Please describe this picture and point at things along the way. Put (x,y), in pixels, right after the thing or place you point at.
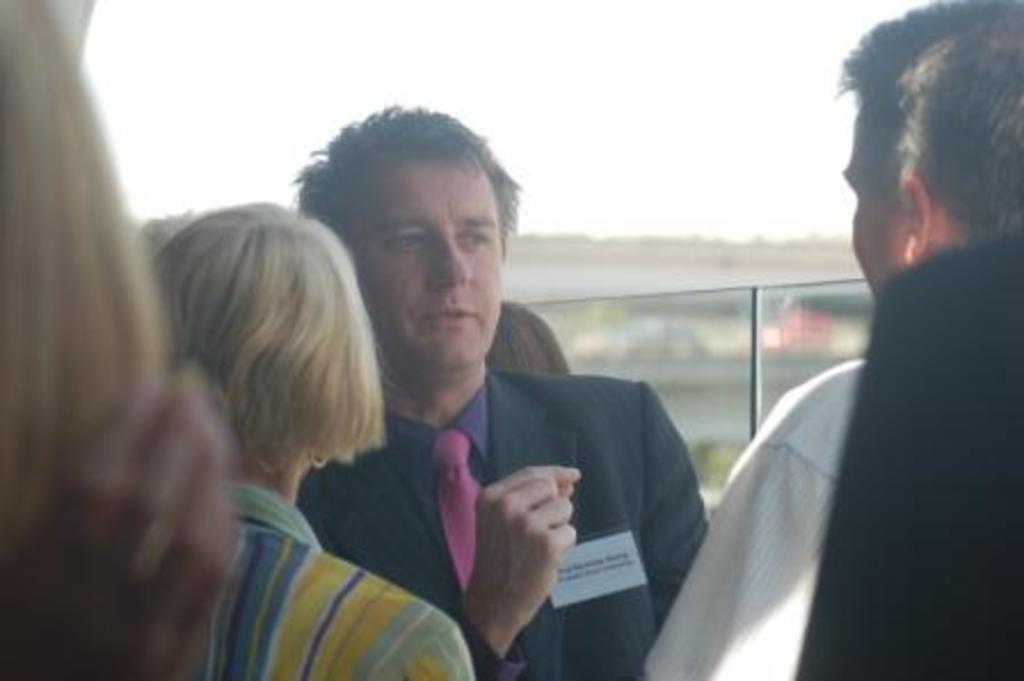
In this picture we can see a few people (457,325) from left to right. There is a glass (827,300). Background (138,131) is blurry.
